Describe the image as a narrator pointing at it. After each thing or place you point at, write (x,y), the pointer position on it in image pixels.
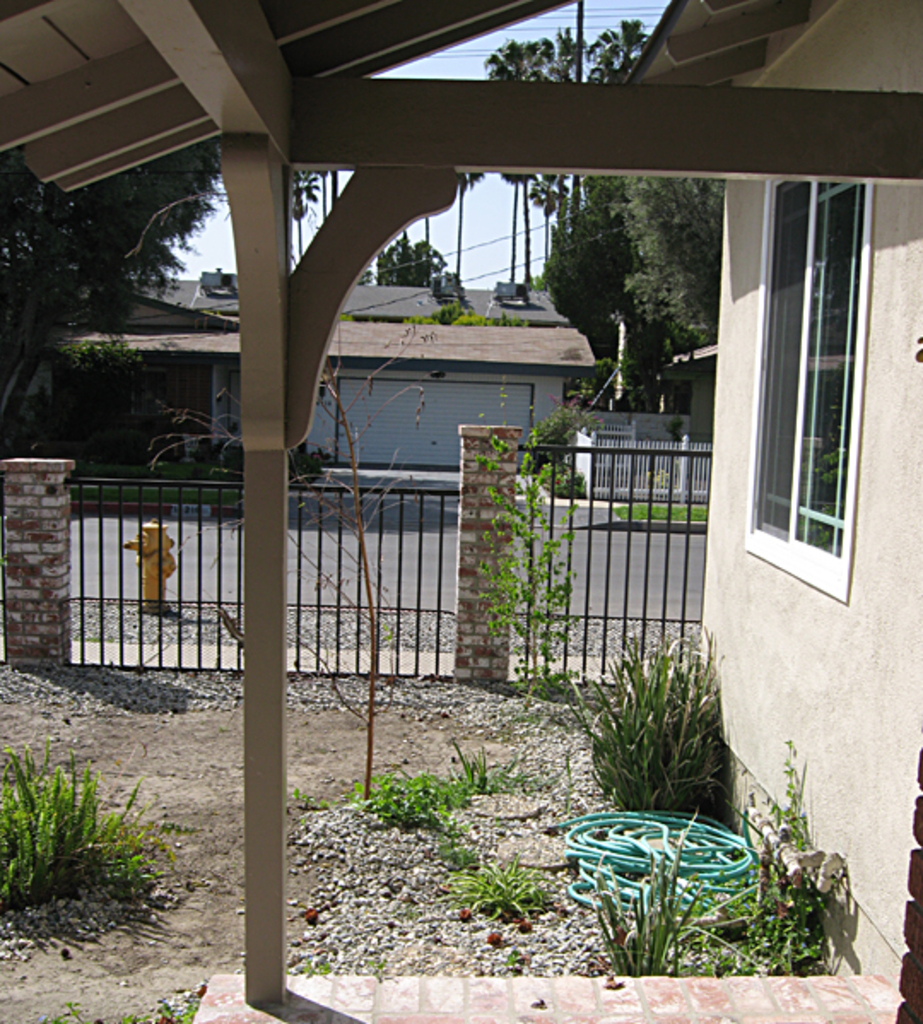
In this image in front (882,881) there is a building (887,864). There are plants (633,801). At the bottom of the image (646,836) there is a pipe (632,835). There is a metal fence (446,632). In the center of the image (540,546) there is a road (437,579). In the background of the image (531,396) there are trees (74,250), buildings (548,343) and sky (521,208).
